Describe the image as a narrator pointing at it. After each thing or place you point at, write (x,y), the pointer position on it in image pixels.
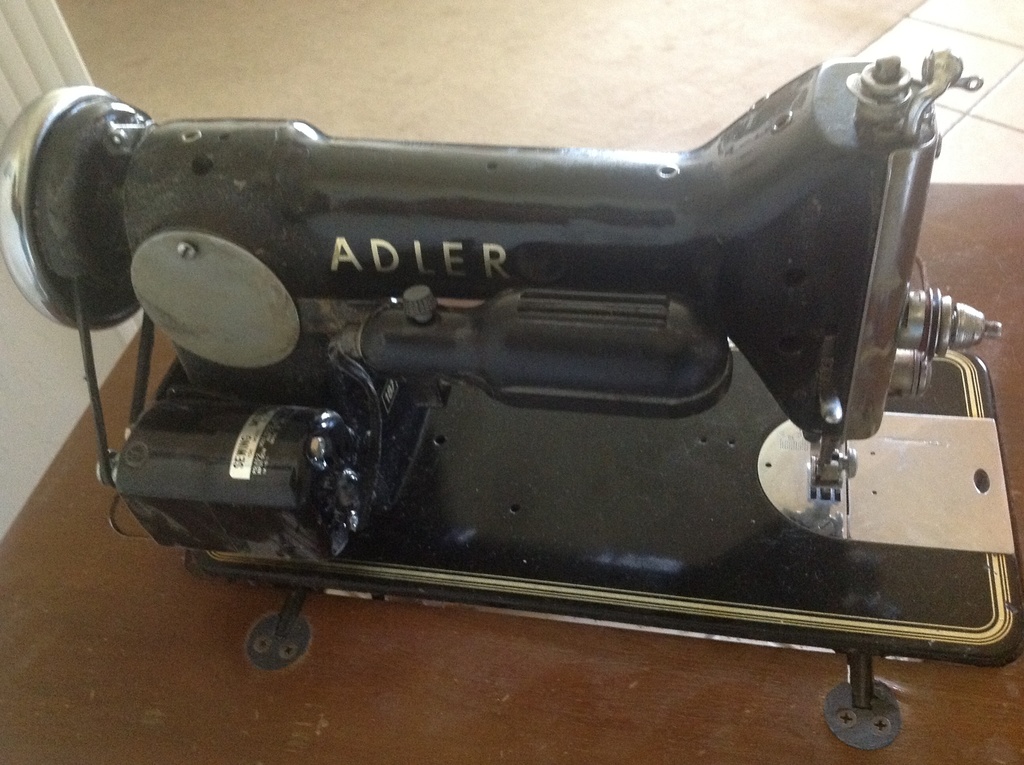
In the center of the image (403,370) we can see sewing machine (221,477) placed on the table (154,634). In the background (320,102) there is a floor (437,70).
